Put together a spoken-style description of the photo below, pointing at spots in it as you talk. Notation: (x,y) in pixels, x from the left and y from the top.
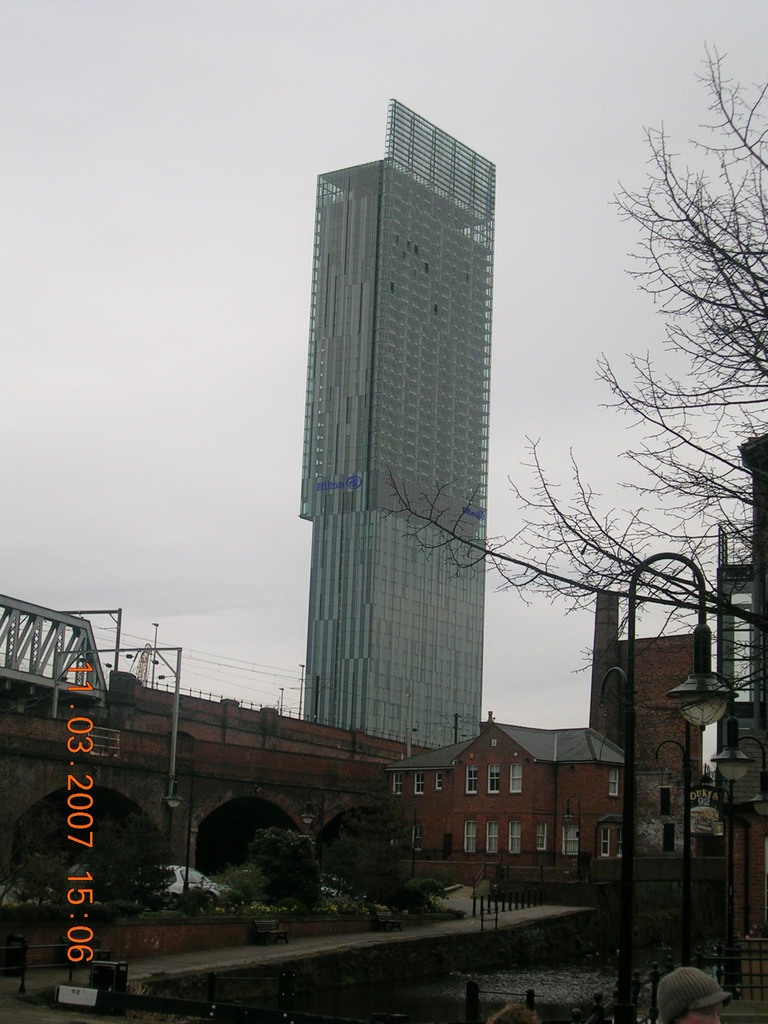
This image is clicked on the road (234,951). Beside the road (248,946) there are plants (228,884), a railing (485,898) and grass (154,914) on the ground (178,908). There are buildings (663,740) in the image. To the right (734,734) there are street light poles (626,743) and trees (710,530). In the bottom right (682,998) there is a head (698,992) of a person (693,999). There is water (556,983) in the image. At the top (345,137) there is the sky (559,43). In the bottom left (92,813) there are numbers (92,892) on the image.
